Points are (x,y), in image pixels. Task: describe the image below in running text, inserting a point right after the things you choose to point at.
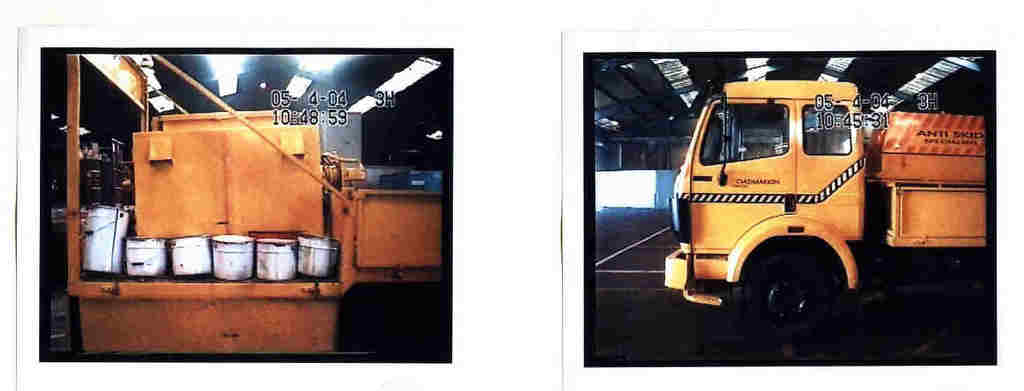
This is a collage. In this picture we can see a few white buckets (206,257) on a yellow vehicle (294,287). We can see a few numbers (308,114) and lights (303,82) on top (282,114) on the left side (307,63). On the right side (722,255), we can see a vehicle (722,201). There are numbers (846,113) and a few lights (845,70) are visible on top (887,126).
